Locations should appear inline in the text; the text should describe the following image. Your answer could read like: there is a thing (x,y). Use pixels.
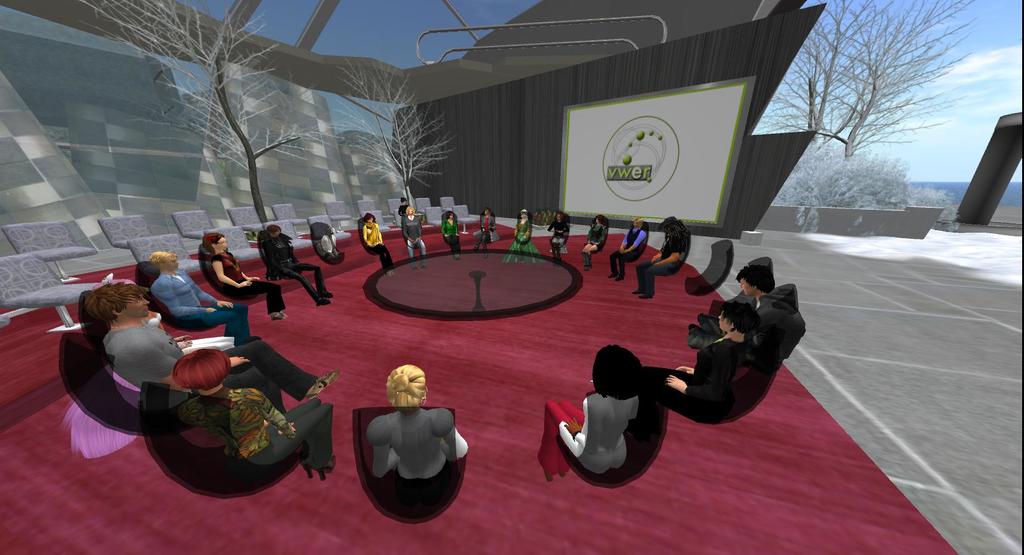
In this picture there is a cartoon image. In the front (170,344) there is a group of men and women (305,445) sitting around the table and discussing something. Behind there are some dry trees (396,156) and white color banner board (631,142).
